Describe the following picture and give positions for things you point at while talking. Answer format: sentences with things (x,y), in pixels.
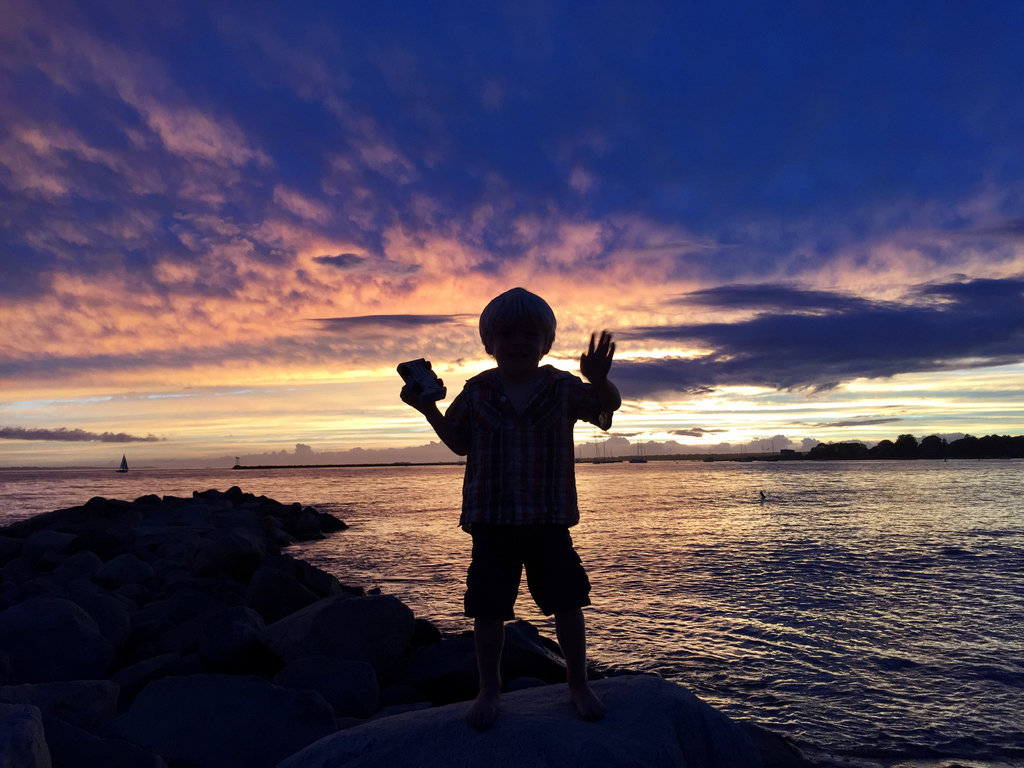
In this image in the middle (497,495), there is a boy (508,480). At the bottom (471,730) there are rocks (378,699) and land (204,643). In the background (646,574), there are boats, water (734,527), hills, trees (947,457), sky (732,336) and clouds (255,234).
